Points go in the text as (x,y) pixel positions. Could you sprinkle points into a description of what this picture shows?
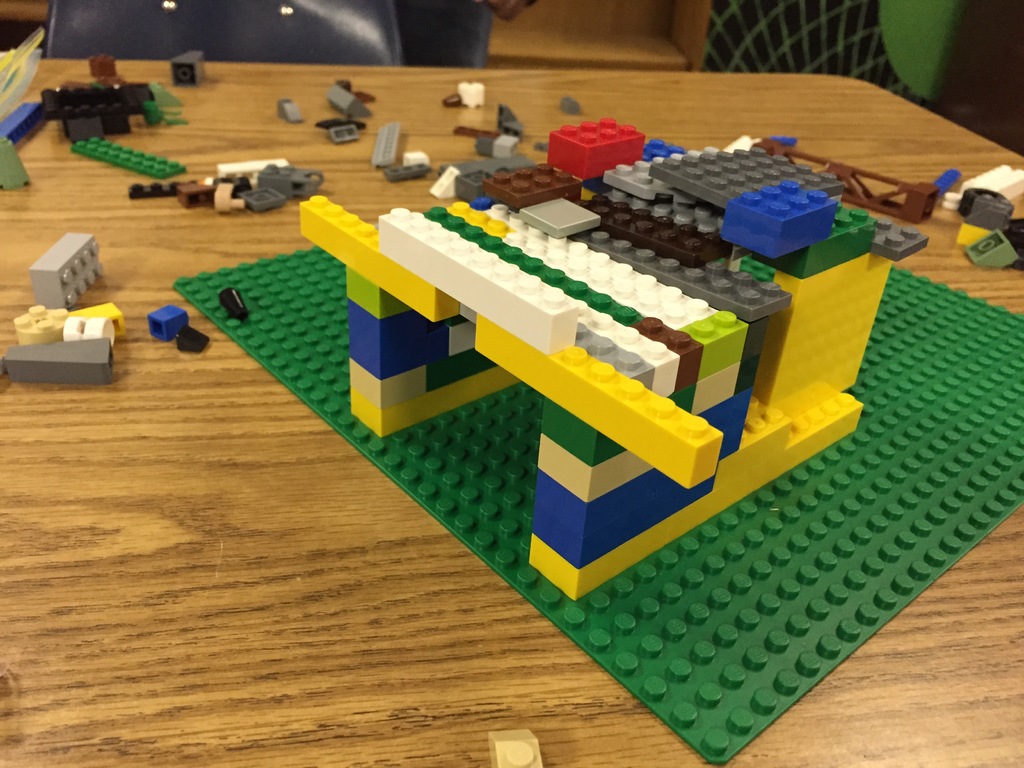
In this image we can see some toys (524,472) placed on the wooden surface (318,646).
